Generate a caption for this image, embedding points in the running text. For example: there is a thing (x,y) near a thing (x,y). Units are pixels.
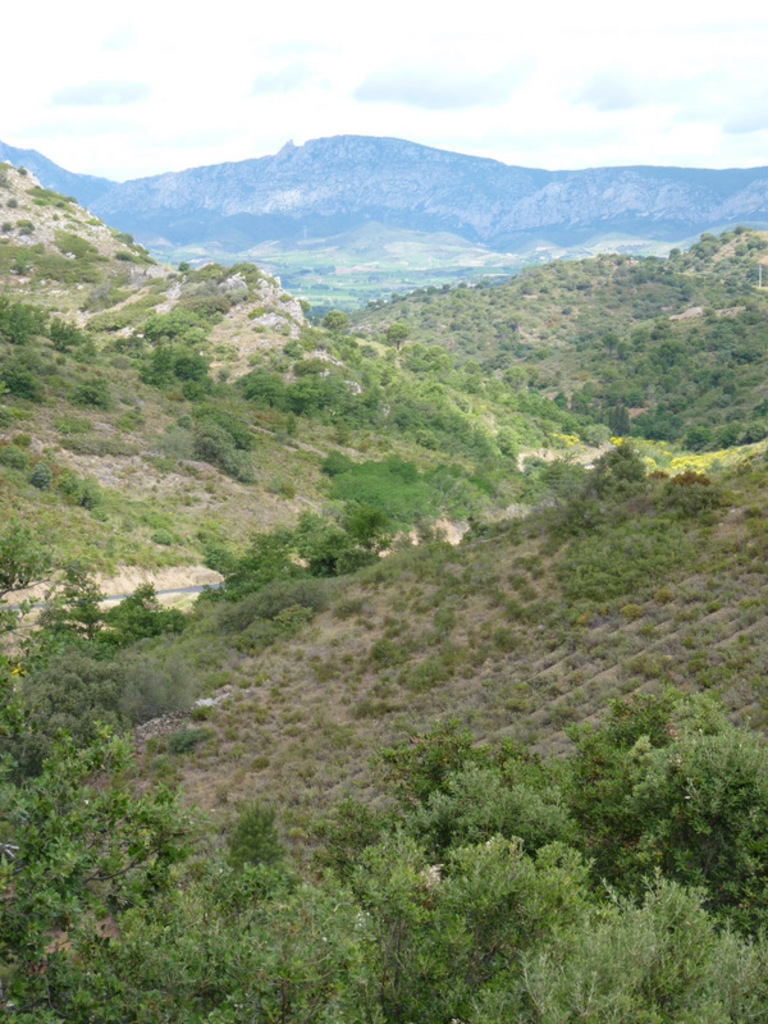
In this image we can see a group of trees (435,753), mountains (121,219). In the background (464,88), we can see the sky (454,90).
